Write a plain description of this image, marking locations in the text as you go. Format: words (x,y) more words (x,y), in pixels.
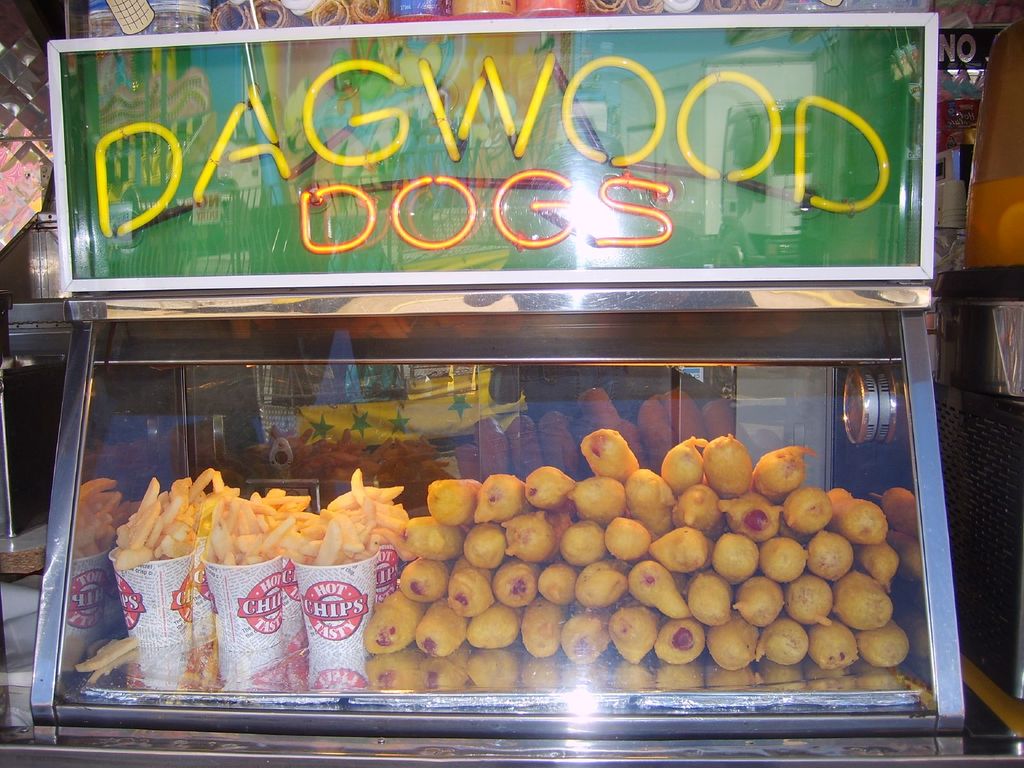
In this image we can see a board (546,271) and food items (494,441) in a glass box (569,438). Through the glass (549,436) we can see a cloth (514,405).
